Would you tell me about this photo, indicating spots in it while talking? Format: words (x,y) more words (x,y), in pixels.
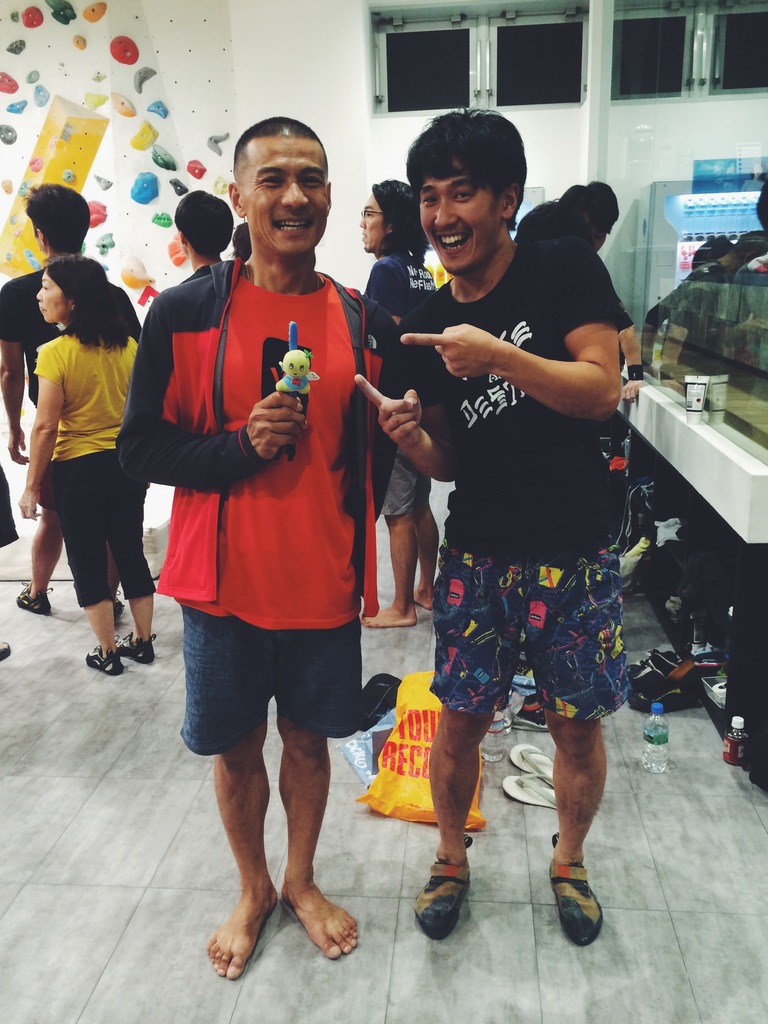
In front of the picture, we see two men (404,371) are standing. The man (315,306) on the left side (255,383) is holding a doll (286,385) in his hand (288,426). Both of them are smiling and they are posing for the photo. Behind them, we see the people (62,405) are standing. On the right side (638,298), we see a table (648,409) and a glass (673,350). Behind the glass (694,329), we see the people (735,265) are standing. In the background (724,143), we see a wall (724,143) and the windows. At the bottom (432,951), we see the floor (392,834) on which we can see the slippers (536,770), water bottles (658,704), bags (384,709) and a plastic cover (419,714). On the left side (149,195), we see a wall (104,119) which is decorated.
